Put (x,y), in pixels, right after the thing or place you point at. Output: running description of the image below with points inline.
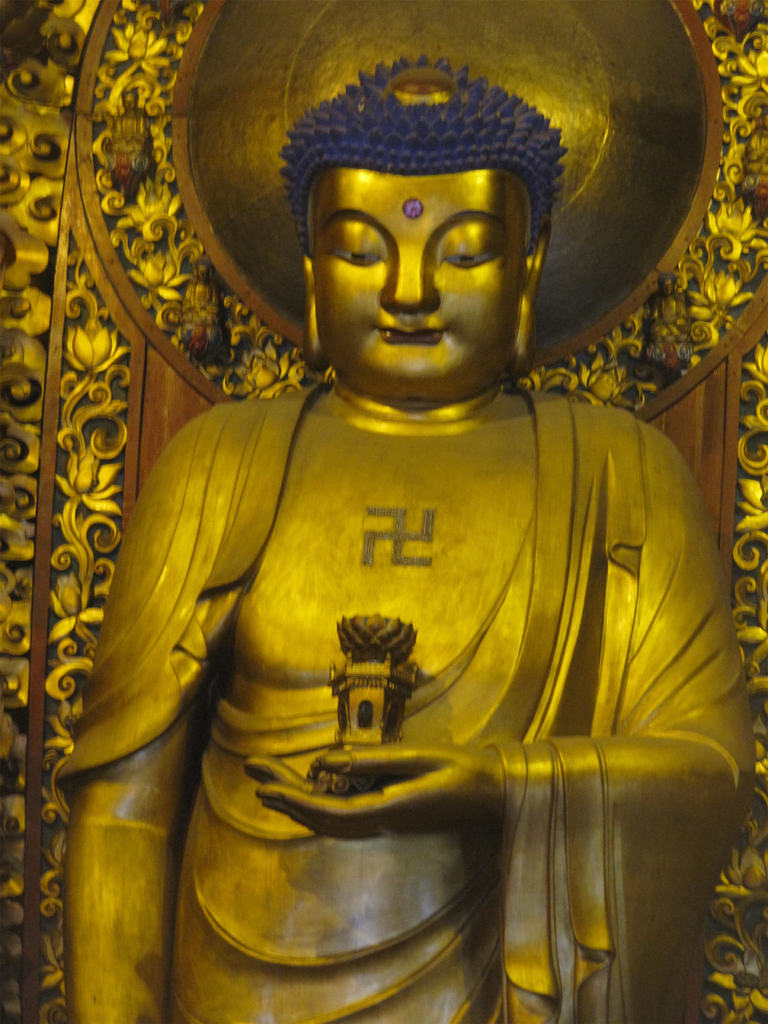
This is the picture of a statue (388,302) to which there is thing (397,719) in the hand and it is in golden color and has a crown (430,138) which is in blue color.
